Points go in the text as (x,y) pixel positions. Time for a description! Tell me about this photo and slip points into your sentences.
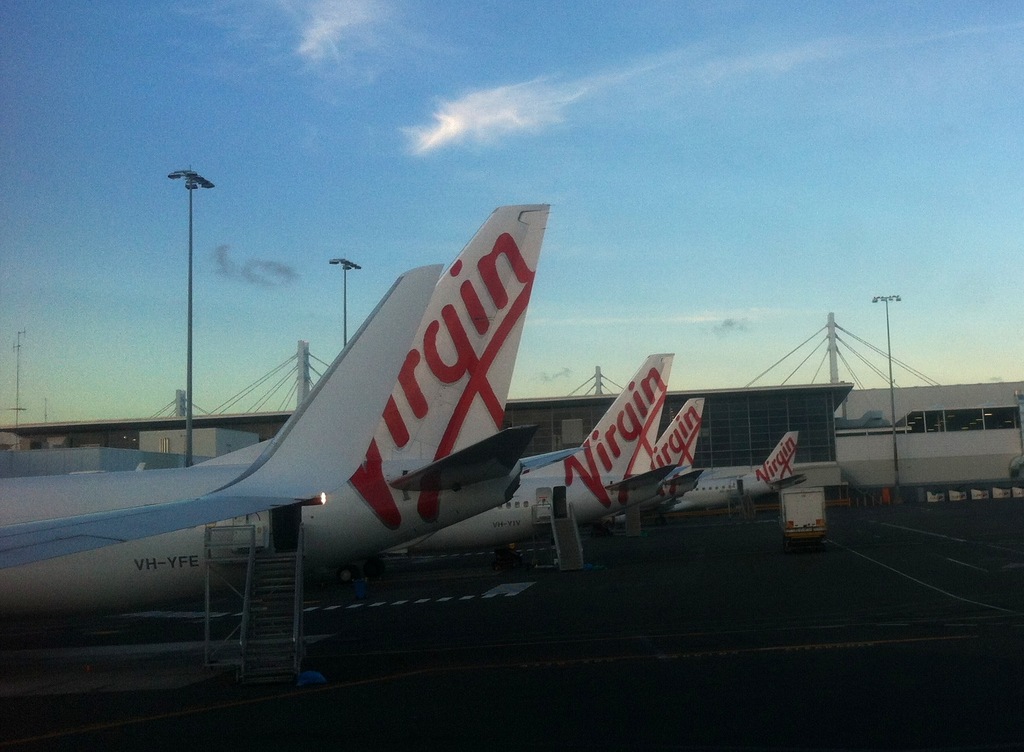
In this image we can see flights (606,500) are on the left side of the image (209,504) and one vehicle (800,517) is on the road (759,658). In the background of the image (736,471) there is an airport (180,397) and sky (224,388).
